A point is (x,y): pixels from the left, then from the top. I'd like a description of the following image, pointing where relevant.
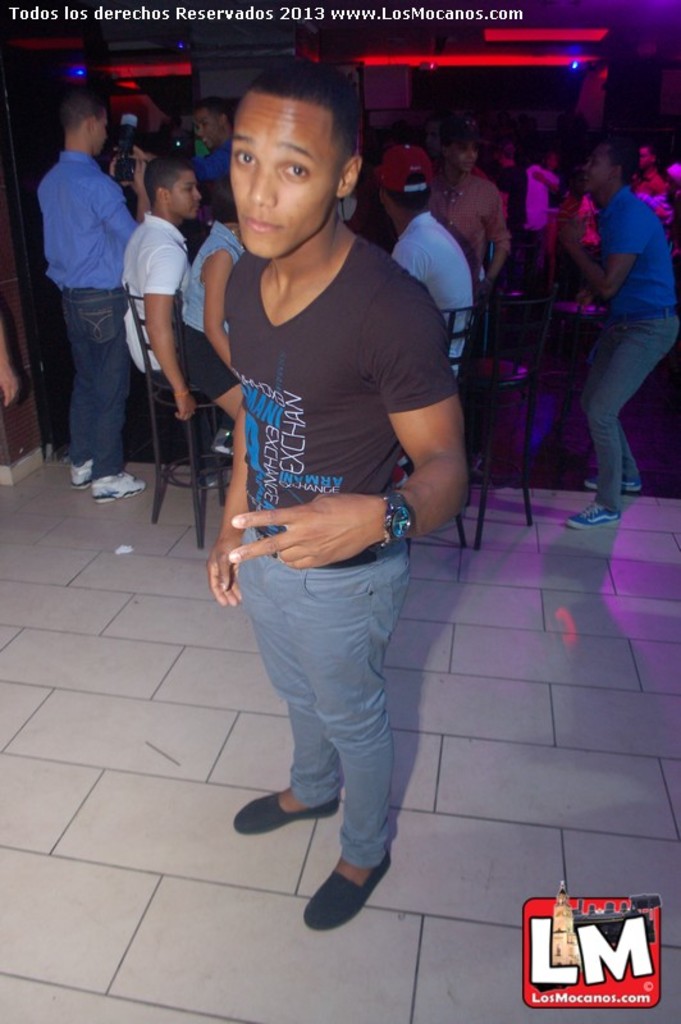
In this picture I can see a man (353,452) in front (346,575) who is standing and I see the floor (151,622). In the background (221,300) I see number of people (630,235) in which most of them are standing and rest of them are sitting. I can see the watermarks (566,916) on the top (107,14) and bottom right of this image (601,925).
